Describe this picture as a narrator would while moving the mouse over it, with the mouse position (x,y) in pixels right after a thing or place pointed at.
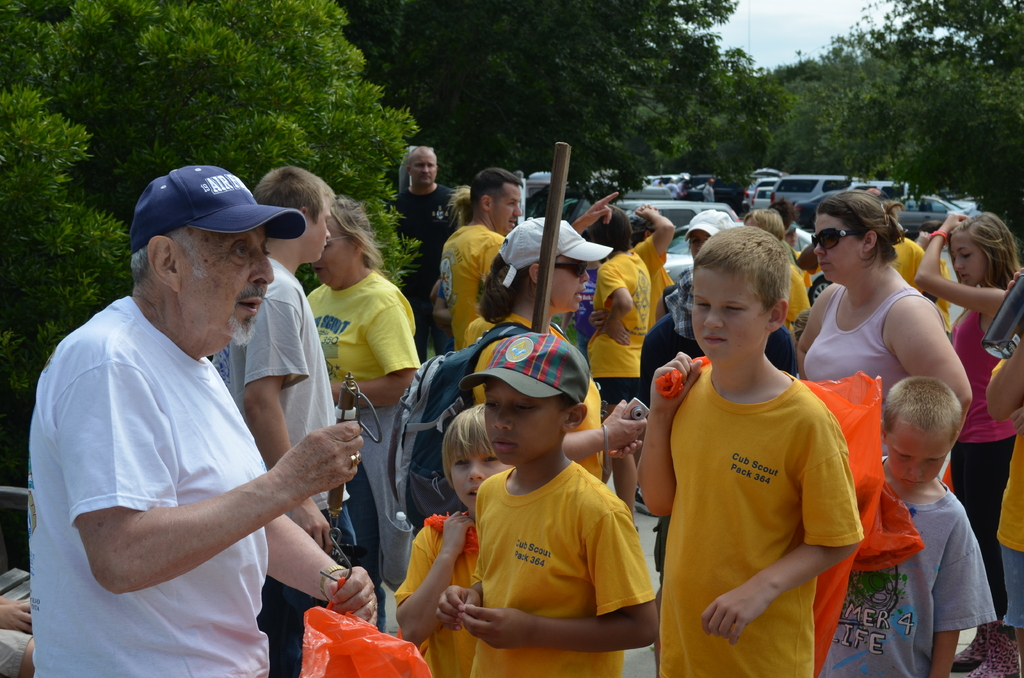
In this image I can see there are group of persons (842,204) and some of them are holding the sticks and carrying the carry bags (475,347) and I can see the vehicle (908,225) in the middle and the sky (785,49) and trees (836,58) visible at the top (642,76).
